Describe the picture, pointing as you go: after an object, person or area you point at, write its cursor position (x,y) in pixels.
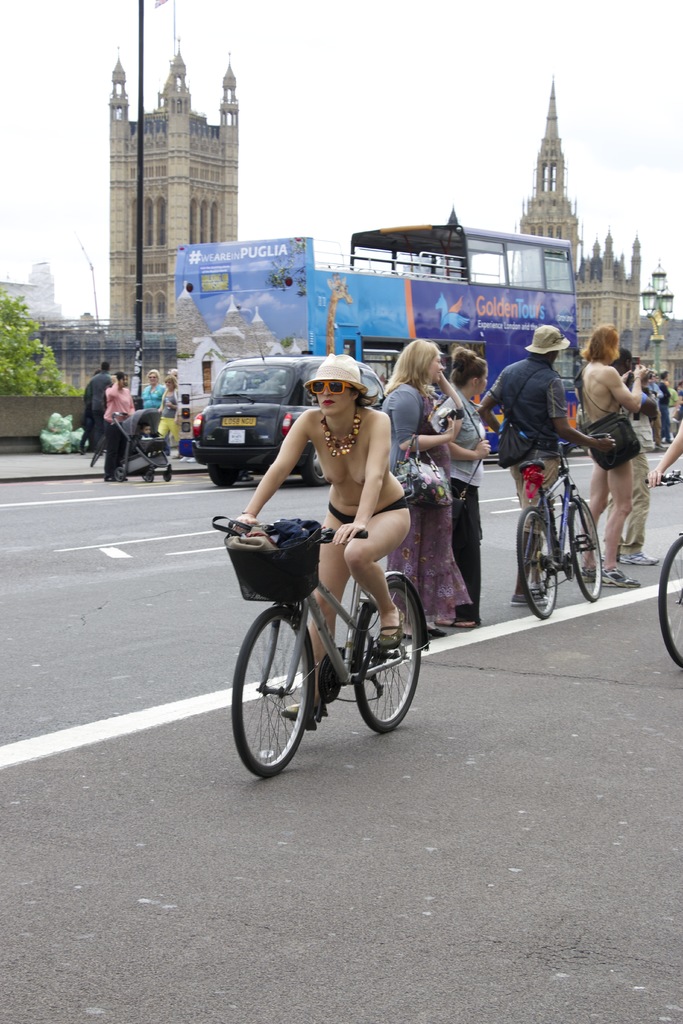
In the image we can see there is a clear sky (441,54) and buildings (195,151) in an area (212,160) and the people (86,433) who are standing on the road (186,476) and the person (290,472) is riding bicycle (296,673) on the road (162,683).
